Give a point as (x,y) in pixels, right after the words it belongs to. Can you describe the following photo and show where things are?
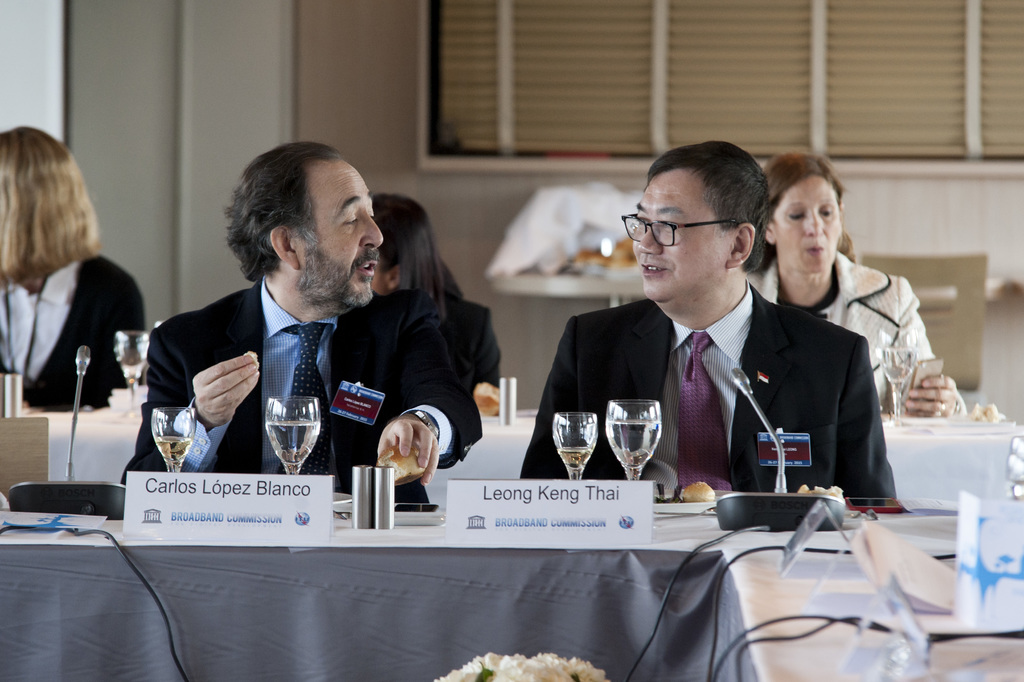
In this image i can see group of people (450,365) sitting i can see glasses (646,412), board (586,496) on a table (756,591) at the back ground (565,80) i can see a window (530,108).
